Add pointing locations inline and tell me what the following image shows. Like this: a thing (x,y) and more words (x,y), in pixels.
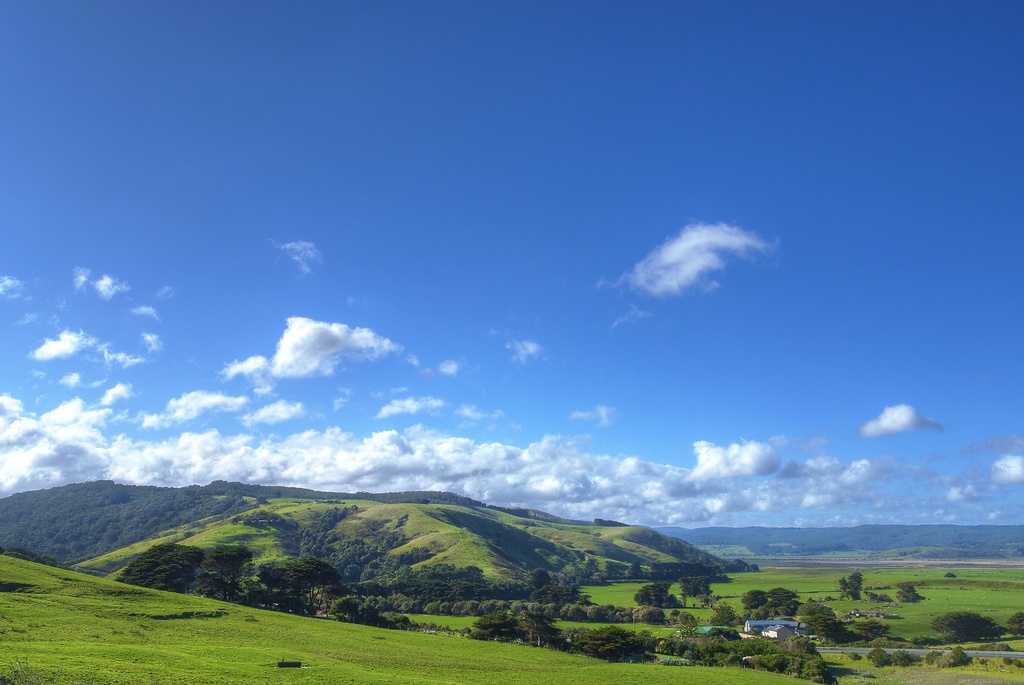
In this image we can see group of trees (745,646), buildings (780,629), mountains (754,531) and in the background (84,300) we can see a cloudy sky (390,333).
